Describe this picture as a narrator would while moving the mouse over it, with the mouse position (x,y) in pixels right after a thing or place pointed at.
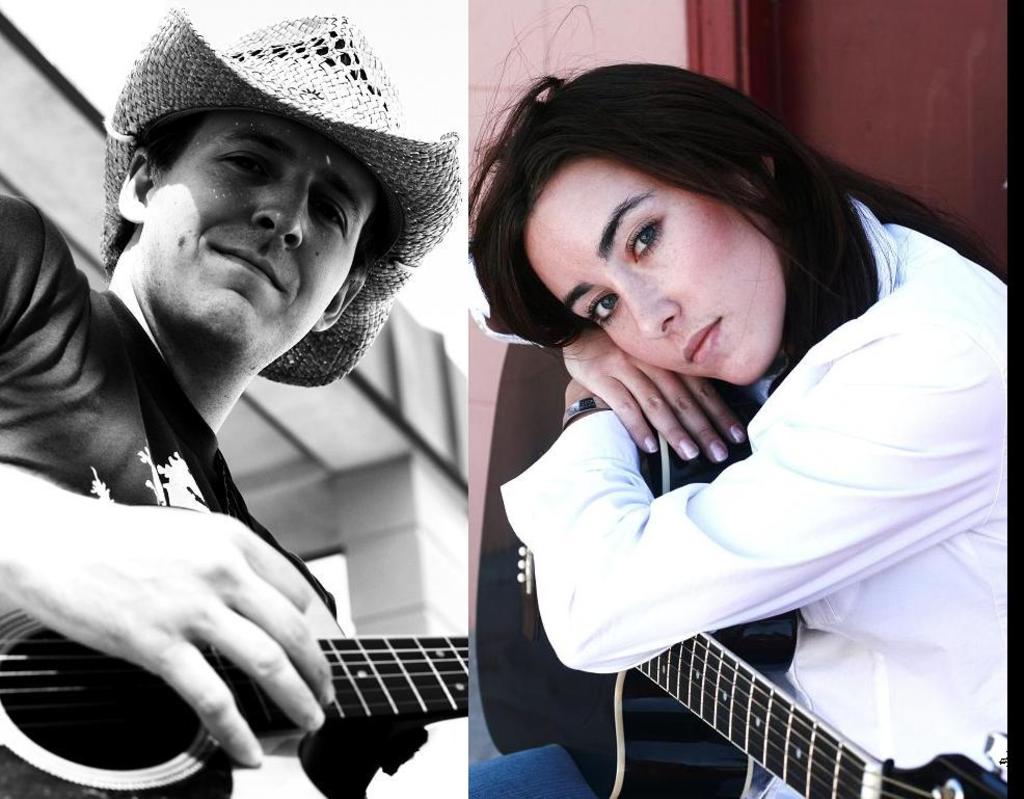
This is a collage image. There are two images collage. In the first image there is a man (137,635) holding a guitar (78,786) in his hand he is also wearing a hat (376,73) and the second image there is a lady (586,395) who is lying on a guitar (747,745).
